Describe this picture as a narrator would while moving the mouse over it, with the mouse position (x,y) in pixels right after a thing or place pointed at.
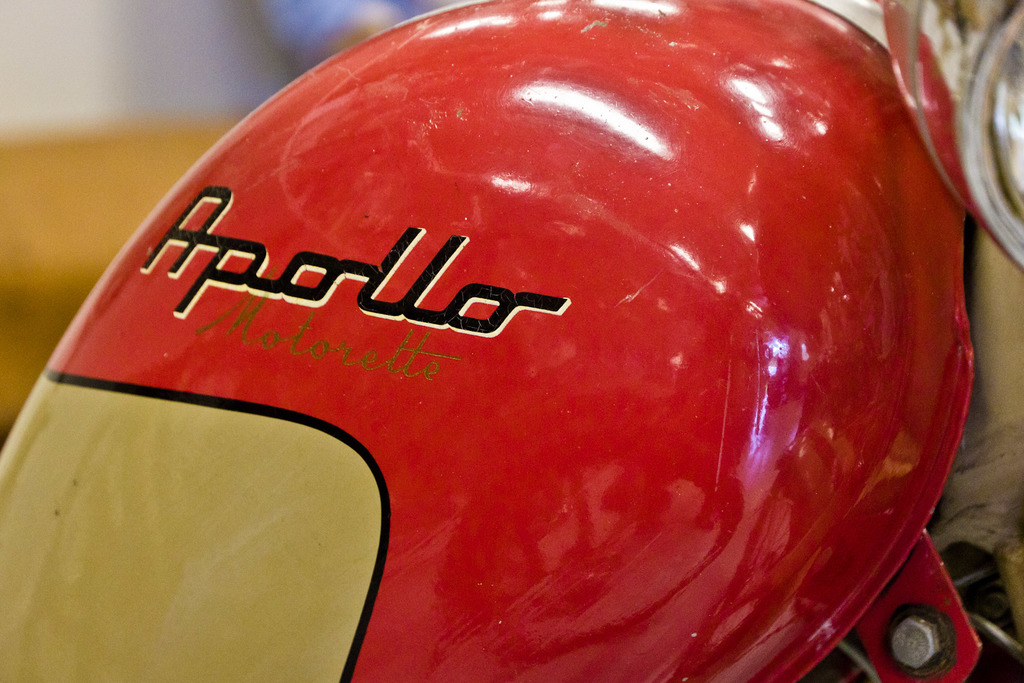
In this picture I can see a petrol tank (530,178) of a motorbike (466,201), and there is blur background (31,49).
